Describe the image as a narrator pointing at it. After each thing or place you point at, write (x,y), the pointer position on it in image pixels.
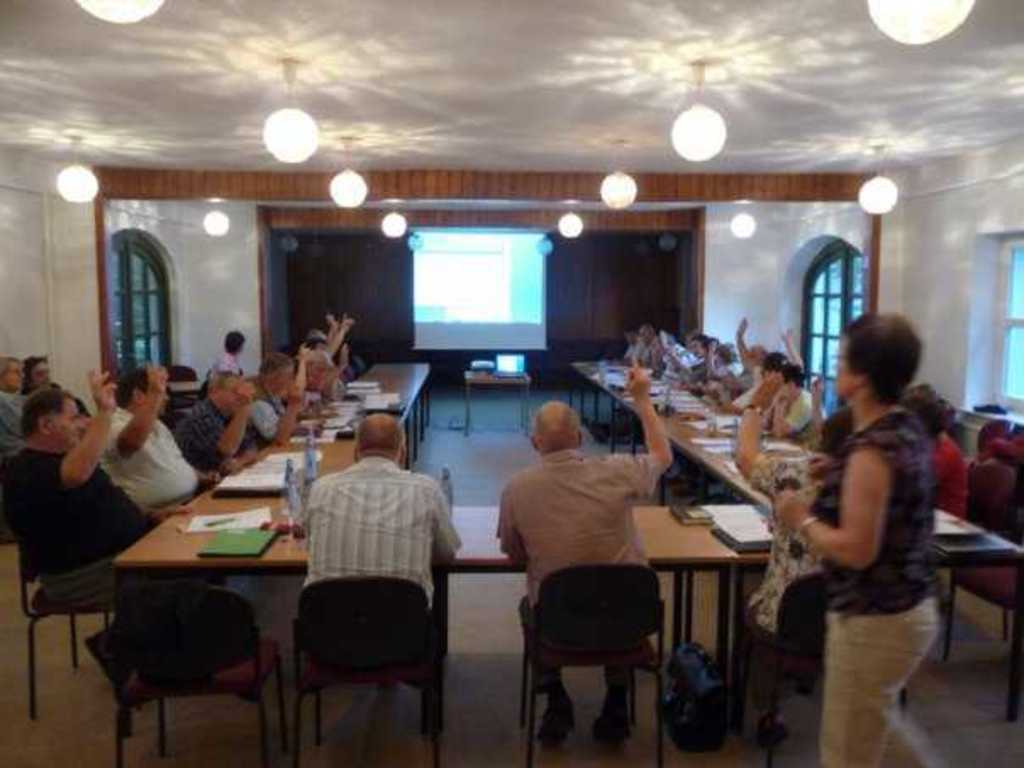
In this image there are group of people (336,529) who are sitting and on the right side (888,502) there is one woman (869,520) who is walking and on the top (679,65) there is a ceiling (824,68) and some lights (110,13) are there on the ceiling (774,141) and in the middle (490,278) there is a projector (467,297) and on the right side (822,299) and left side of the image (156,283) there are two windows (145,308) and on the left side (32,275) there is a wall (34,288) and on the right side (921,286) there is a wall (960,304) and one window (997,318) and on the table (670,400) there are some books (267,464), papers (267,464), bottles (291,492), are there.
